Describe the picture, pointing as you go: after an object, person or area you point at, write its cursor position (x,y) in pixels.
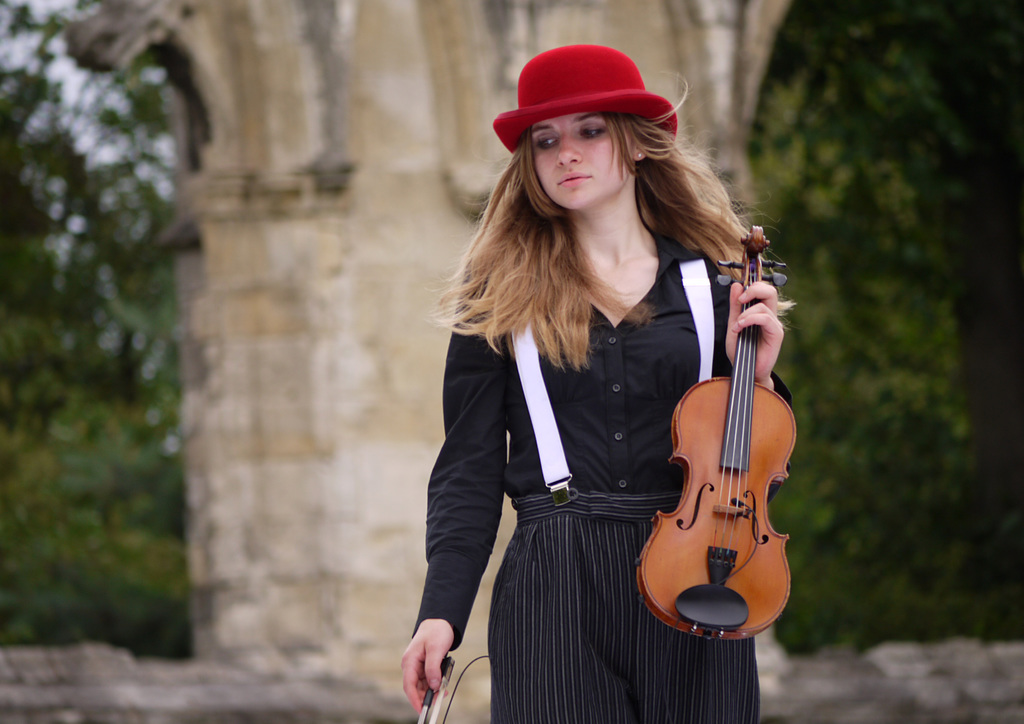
In the image we can see there is a woman (610,556) who is standing and holding violin (744,470) in her hand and at the back (379,315) the image is blur.
